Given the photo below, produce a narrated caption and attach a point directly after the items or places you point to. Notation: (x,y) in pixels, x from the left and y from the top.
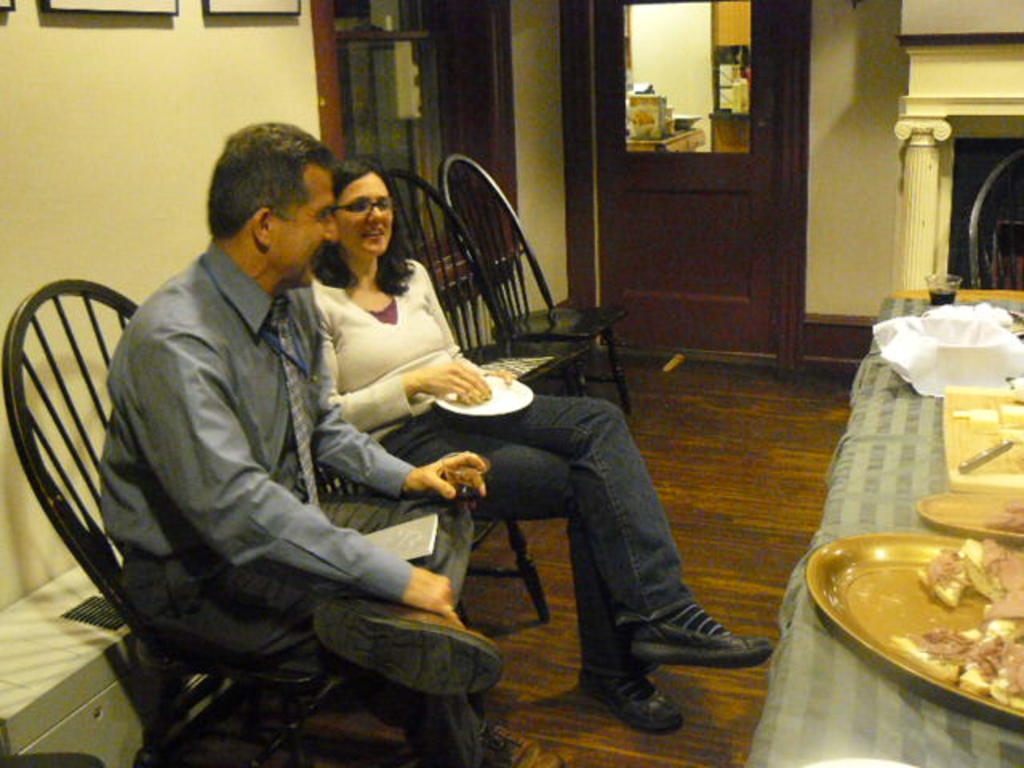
There is a man (262,387) in gray color shirt (262,401), smiling and sitting on a chair (171,645), near a woman (389,315) in white color t-shirt (430,320), holding a white color plate (501,383), smiling and sitting on another chair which is on the wooden floor (715,460). In front of them, there is a table (778,755), on which, there are food items (982,679) on the plates (985,682) and other objects (947,339). In the background (37,13), there are photo frames (81,13) on the wall (54,95), there is a door (703,181), through this door (619,106), we can see, there are other objects (653,95).
